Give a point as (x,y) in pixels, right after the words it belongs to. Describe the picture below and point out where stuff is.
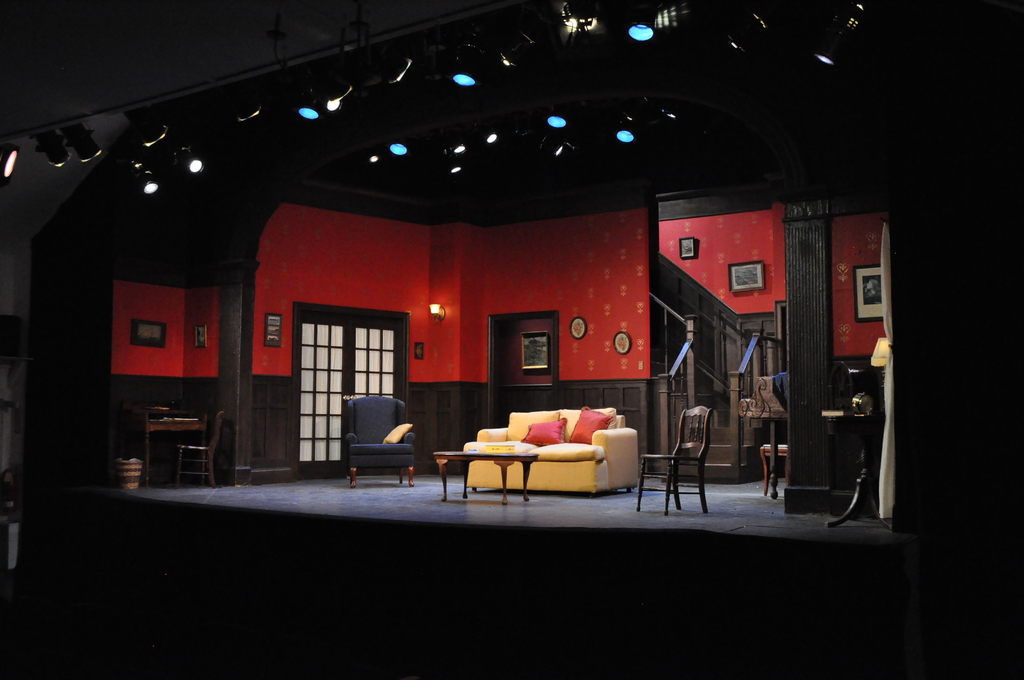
In this image i can see few couches (545,447), a table (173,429), four chairs (682,448), staircase (728,421), the wall (583,278) and the door (358,358). To the right of the image (865,307) i can see few photo frames (865,292) attached to the wall (701,243) and to the ceiling (510,166) i can see few lights (453,145).
